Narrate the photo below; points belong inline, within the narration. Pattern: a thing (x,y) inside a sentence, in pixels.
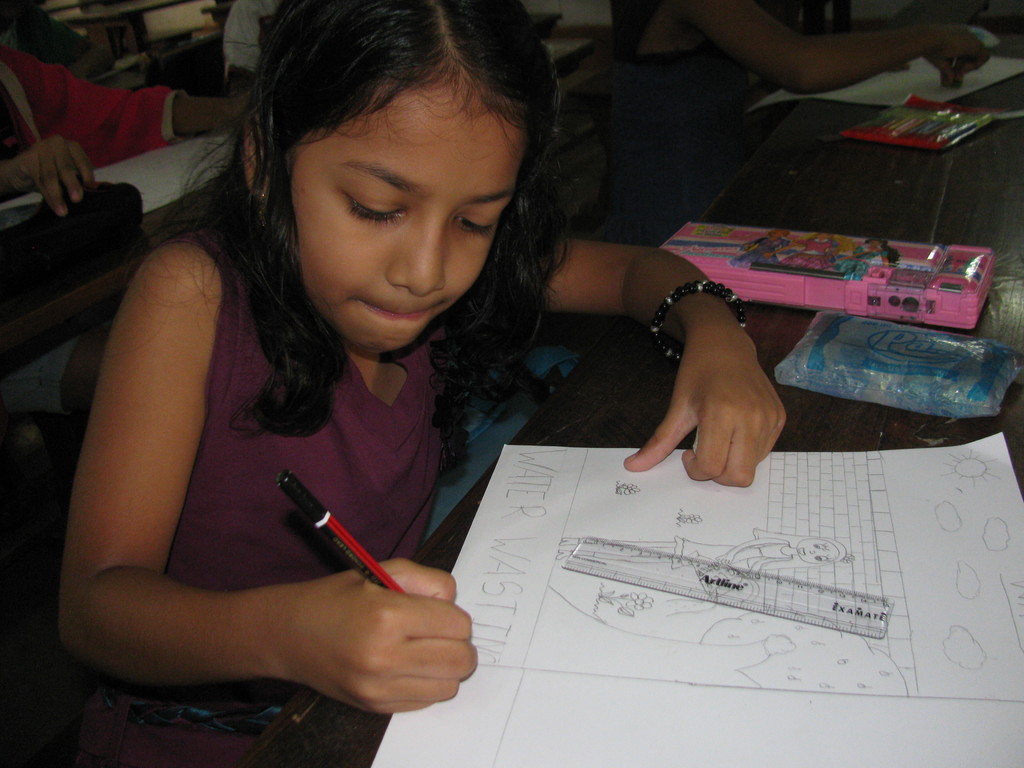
There is a girl (269,281) sitting and writing on a paper (482,618) with a pencil (383,577). There is a table (578,371). On the table (810,431) there is a box (817,280), paper (919,568) and packets (933,356). On the paper (778,520) there is a scale (713,584). In the back (629,78) there are many children (134,111) sitting.
